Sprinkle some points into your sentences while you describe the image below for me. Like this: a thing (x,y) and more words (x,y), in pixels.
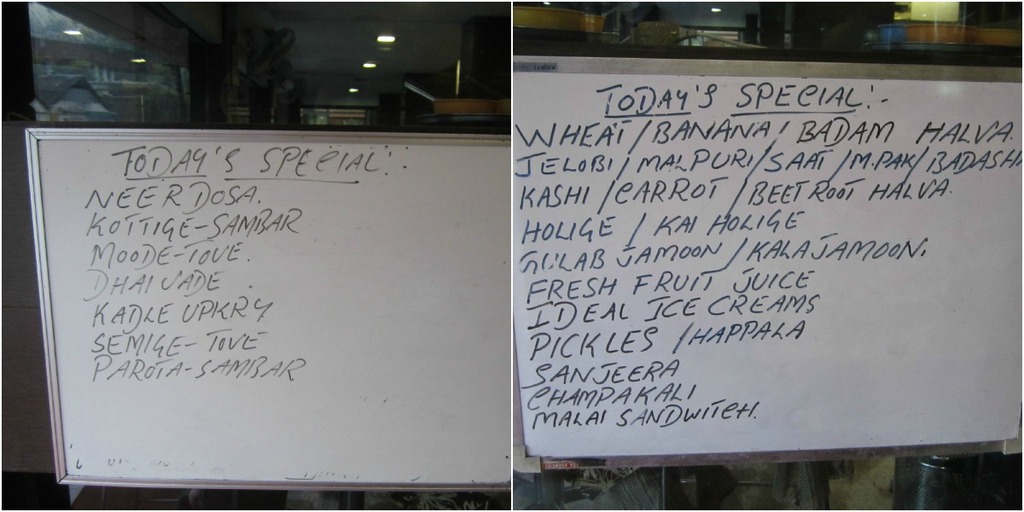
In the picture there are two collage images, in the first image there is a white board (262,278) and on that board (186,192) there are some food items menu (205,316) was written and in the second picture also there is a white board (783,282) and on that board (635,379) different food items list (628,200) was mentioned.
